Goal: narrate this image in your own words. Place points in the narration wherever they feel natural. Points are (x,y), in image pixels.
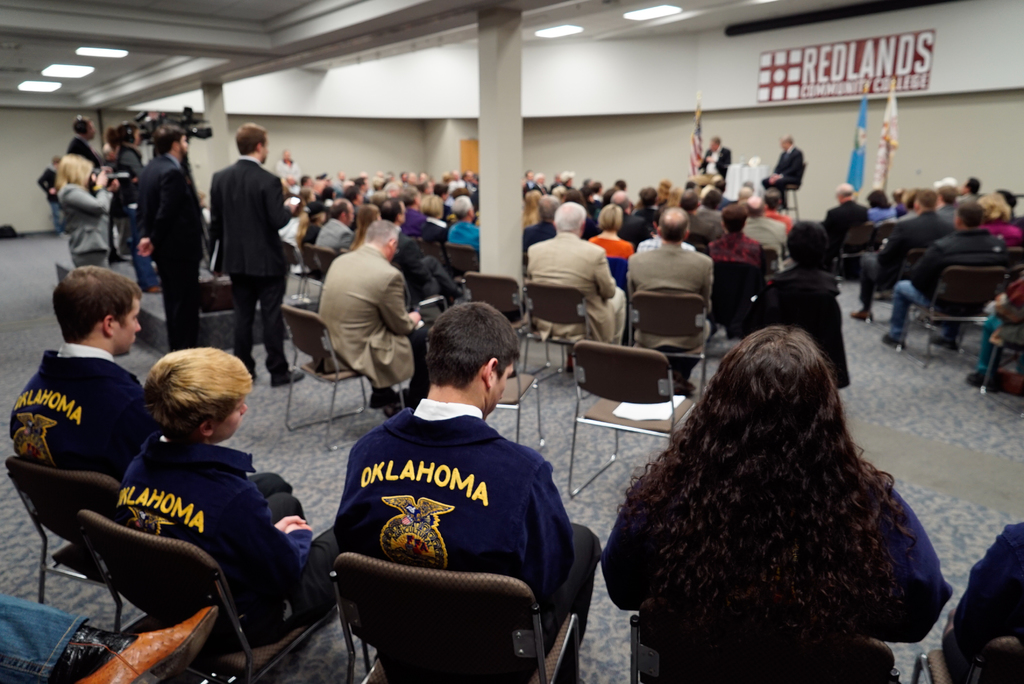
In this image there are some people (802,237) who are sitting on chairs (121,532), and on the left side (93,203) there are some people (93,203) who are holding cameras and clicking pictures. In the center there are two persons (775,171) who are sitting on chairs (784,195), and also there are some poles (694,147) and flags (859,148). On the top (362,58) there is ceiling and some lights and in the center (501,228) there are some pillars (507,78), at the bottom (267,459) there is a floor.
